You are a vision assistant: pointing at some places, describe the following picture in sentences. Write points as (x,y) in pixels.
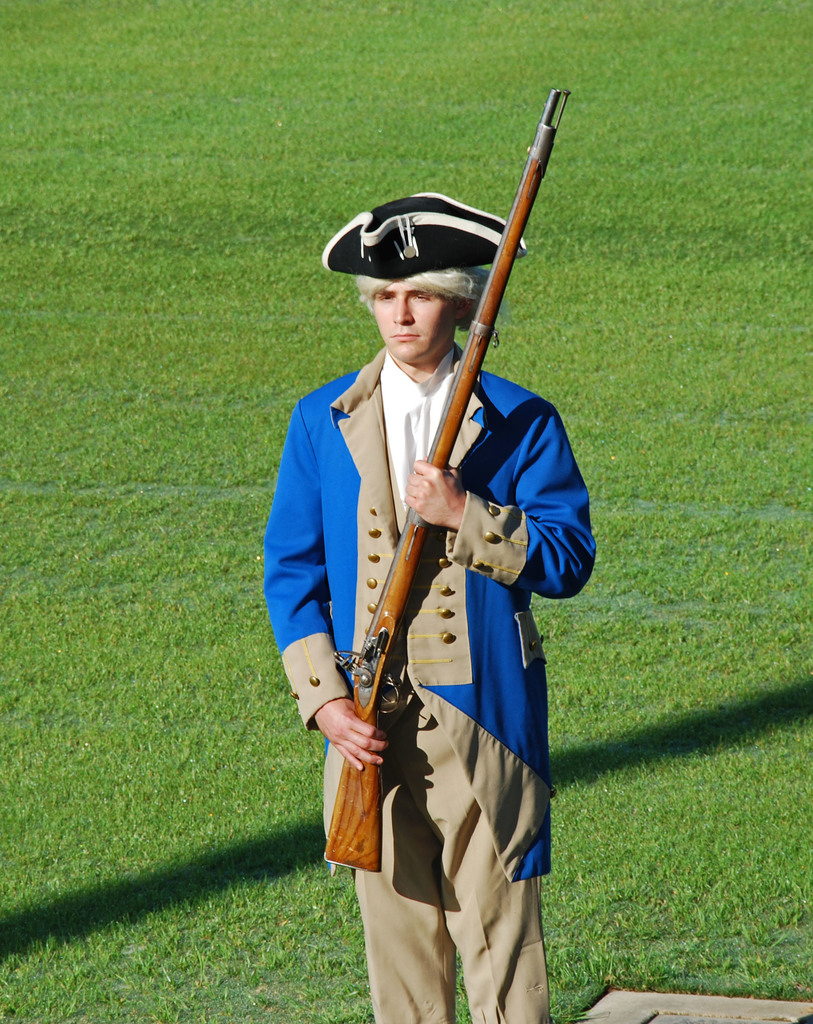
In the image we can see the man (458,729) is standing, wearing clothes (328,753), hat (326,254) and holding rifle (421,534) in the hands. Here we can see the grass (595,247).
